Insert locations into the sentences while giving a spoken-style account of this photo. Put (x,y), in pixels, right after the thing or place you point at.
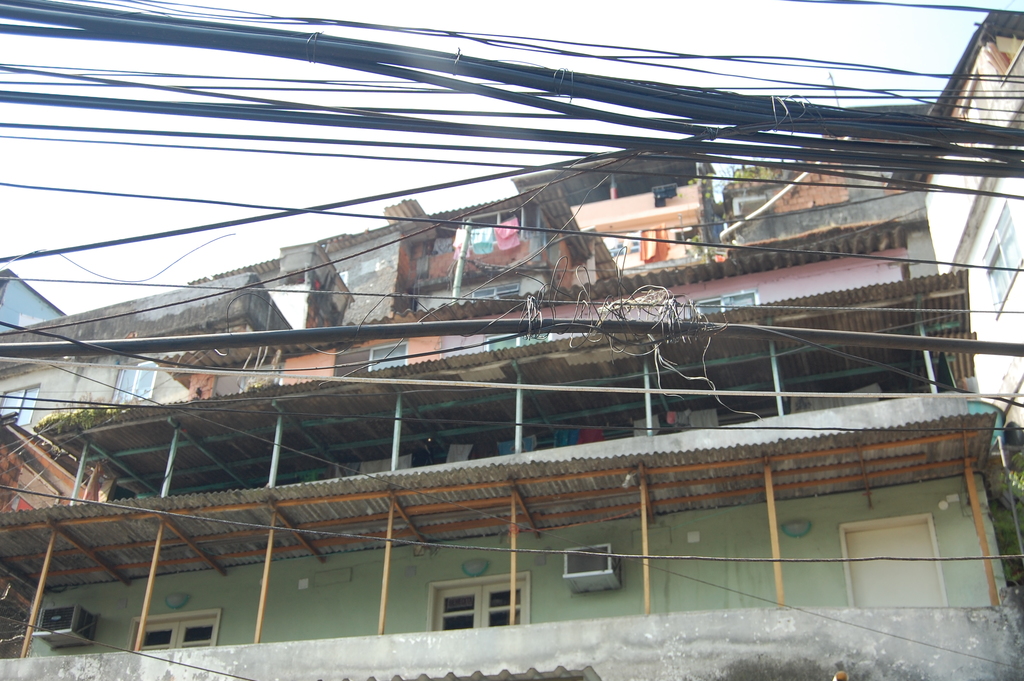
In this image there is a building (555,449) having few clothes (499,233) and plants (88,415). Front side of image there are few wires (930,309). Top of image (353,187) there is sky (563,63).
